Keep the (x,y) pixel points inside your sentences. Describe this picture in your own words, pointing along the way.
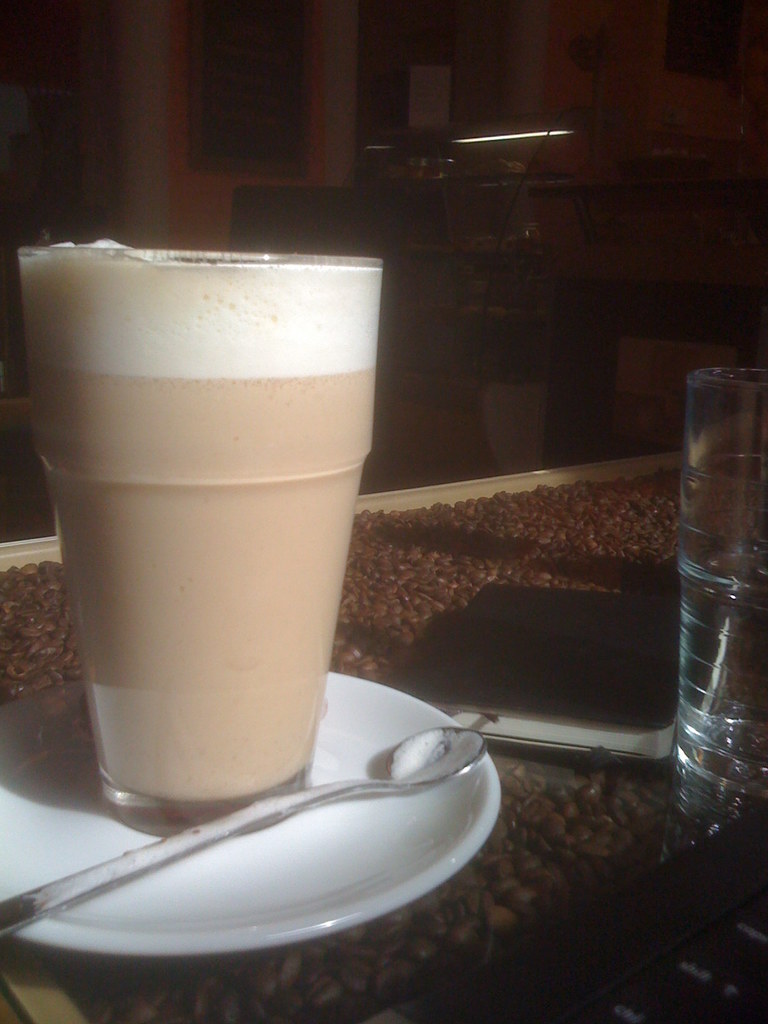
In this image we can see a glass (266,468) and a spoon (300,802) in a saucer (329,770). We can also see another glass (710,501) and a book (543,652) on the surface (524,846). In the background (221,42) we can see a frame (229,69) attached to the wall (172,13).
